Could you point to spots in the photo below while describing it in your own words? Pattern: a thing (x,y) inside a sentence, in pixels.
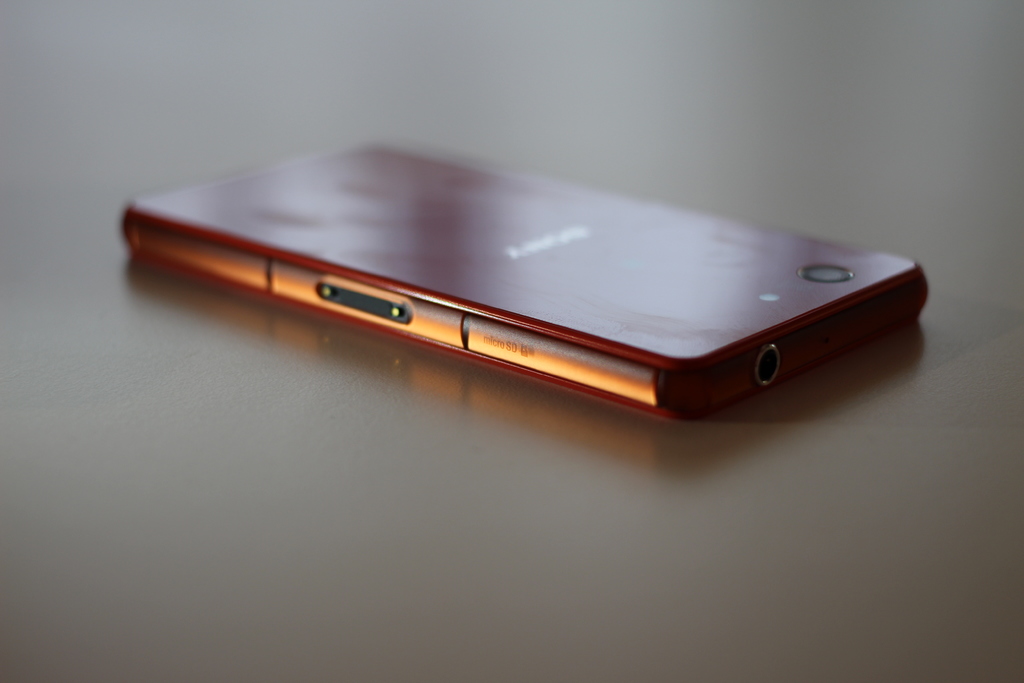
On this surface (92,146) there is a mobile (463,208).
